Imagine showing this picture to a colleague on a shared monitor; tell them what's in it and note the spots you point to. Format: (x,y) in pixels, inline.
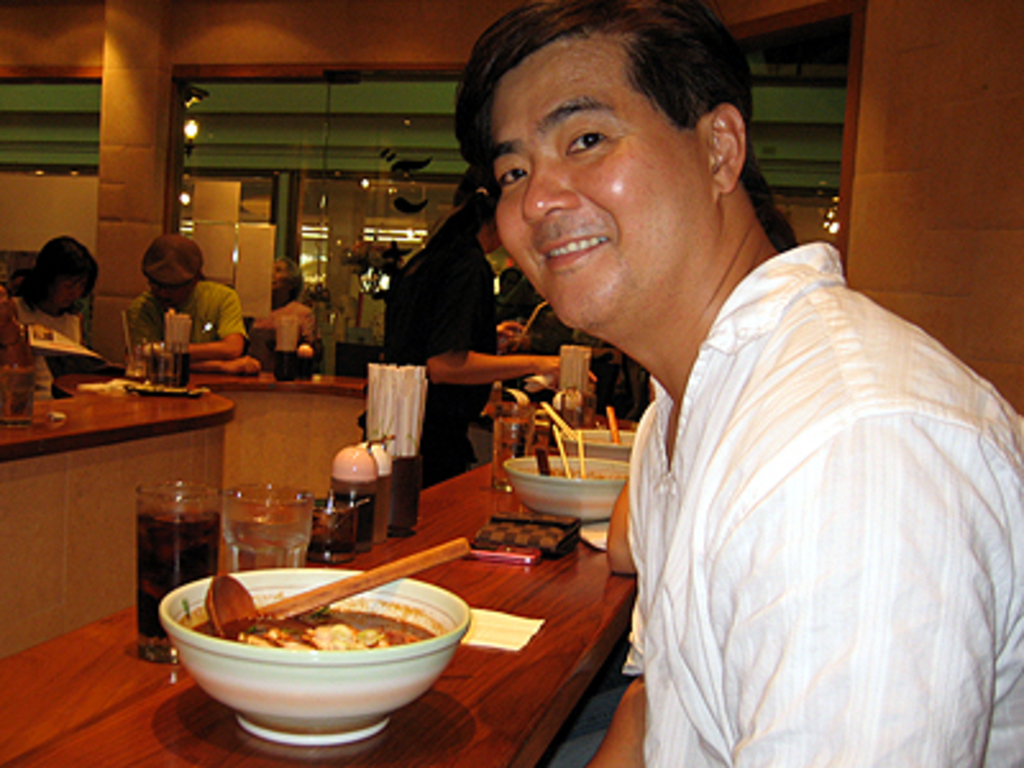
In this picture there is a man (696,505) sitting in the chair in front of a table (513,690) on which some food items (227,635) were placed in the bowl (267,664). There are some glasses (242,554), tissue papers (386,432) on the table (473,590). In the background (428,331) there is a man (436,341) standing and some of them was sitting in front of the tables (220,375). We can observe a pillar (143,189) here.
